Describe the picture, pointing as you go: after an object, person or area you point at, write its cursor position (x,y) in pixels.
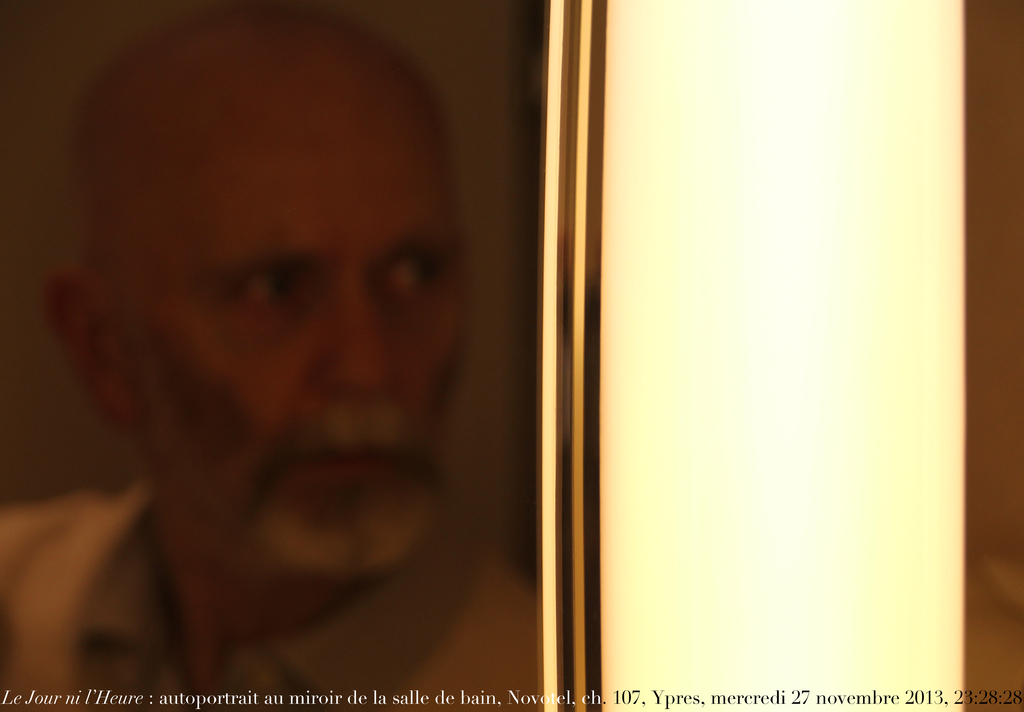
In this image we can see the person's frame (297,459). On the right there is wall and at the bottom (104,700) there is text (735,701).
